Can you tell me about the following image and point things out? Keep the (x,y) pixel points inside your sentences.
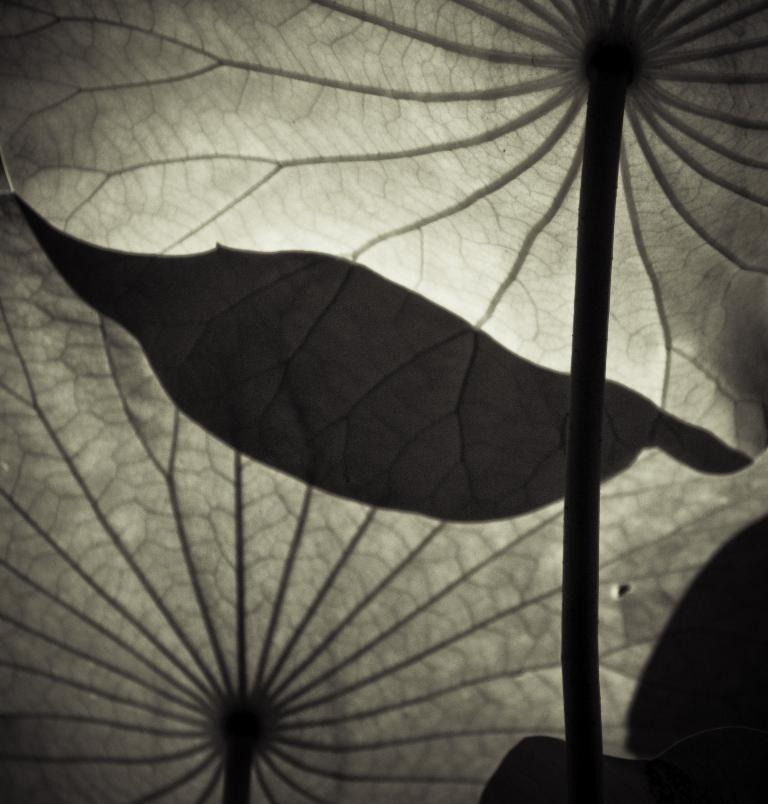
In this image we can see leaves (426,342) on the stems (582,598) of a plant (380,695).
